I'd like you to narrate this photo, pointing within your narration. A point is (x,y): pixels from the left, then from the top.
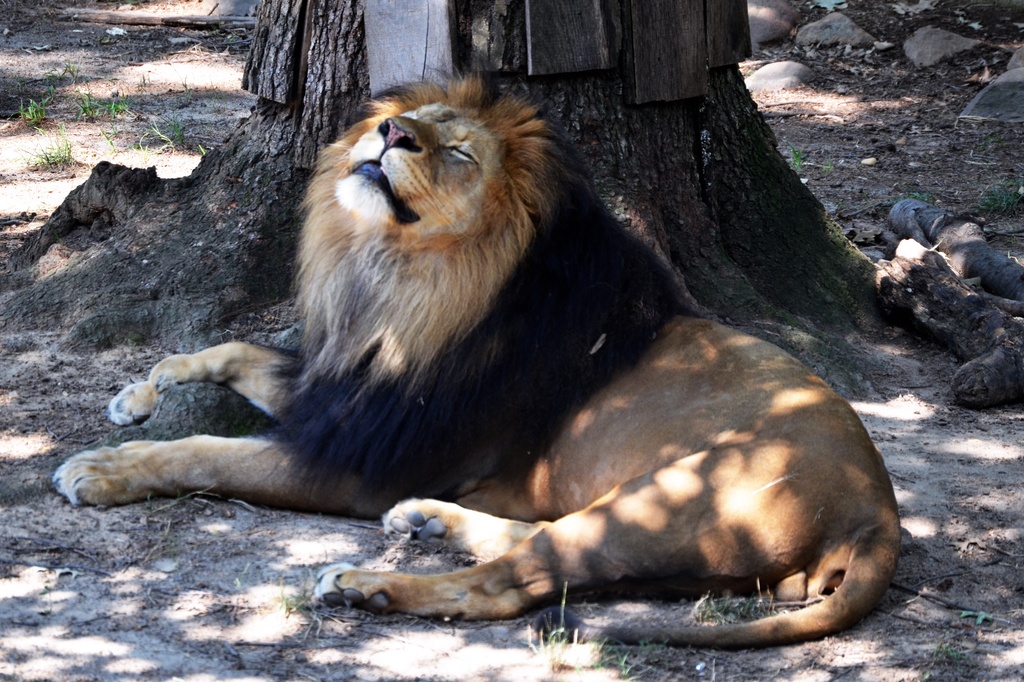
In this image we can see a lion (469,390) on the ground (285,541) and in the background (1017,340) there is a tree (596,126), few stones (788,68), and wooden logs (977,296).
